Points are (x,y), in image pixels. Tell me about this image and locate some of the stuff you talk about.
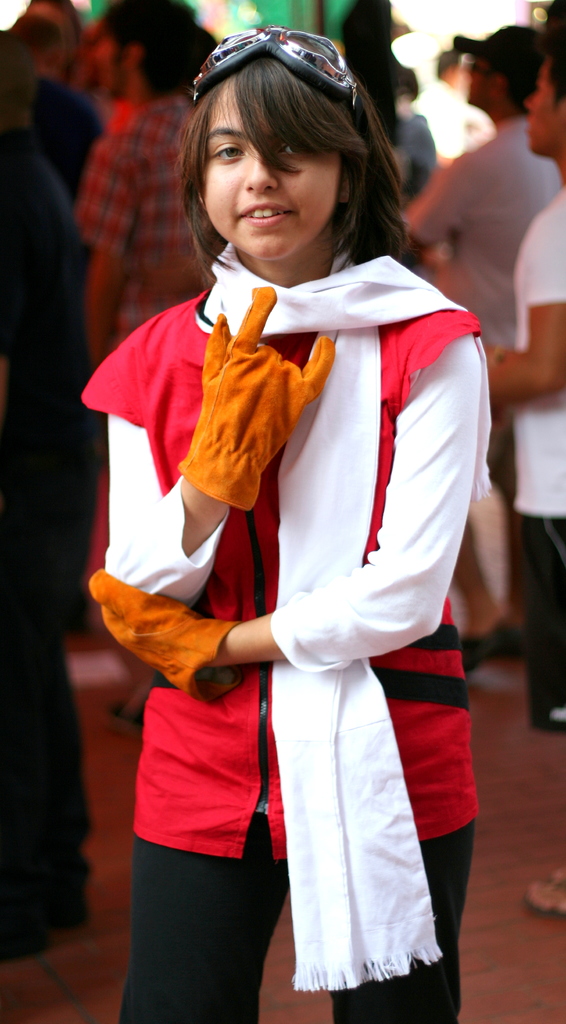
In the image we can see there is a girl (317,567) standing and she is wearing gloves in her hand (195,635) and scarf (302,322) in her neck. Behind there are other people (525,75) standing.
